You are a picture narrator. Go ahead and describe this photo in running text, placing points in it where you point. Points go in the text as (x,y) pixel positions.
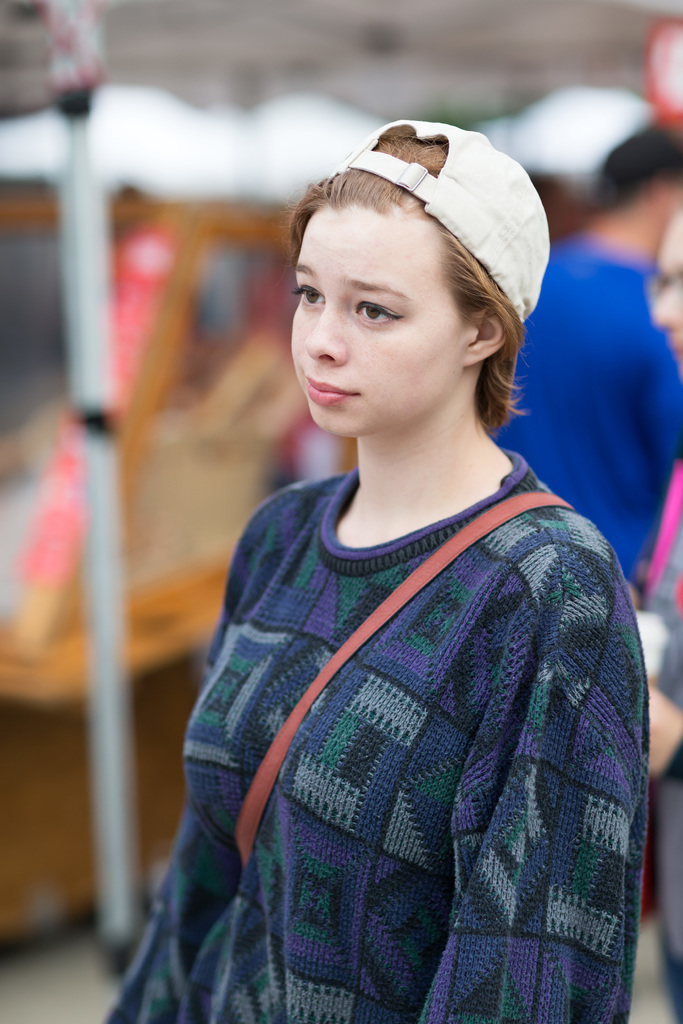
In this picture there is a woman (375,858) who is wearing sweater (490,643) and bag (235,837). She is standing near to the woman (682,816) who is wearing spectacle (661,284) and grey top (672,889). In the background (66,642) we can see the wooden table (187,629) and the wall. On the left (79,126) there is a pole (84,136).
